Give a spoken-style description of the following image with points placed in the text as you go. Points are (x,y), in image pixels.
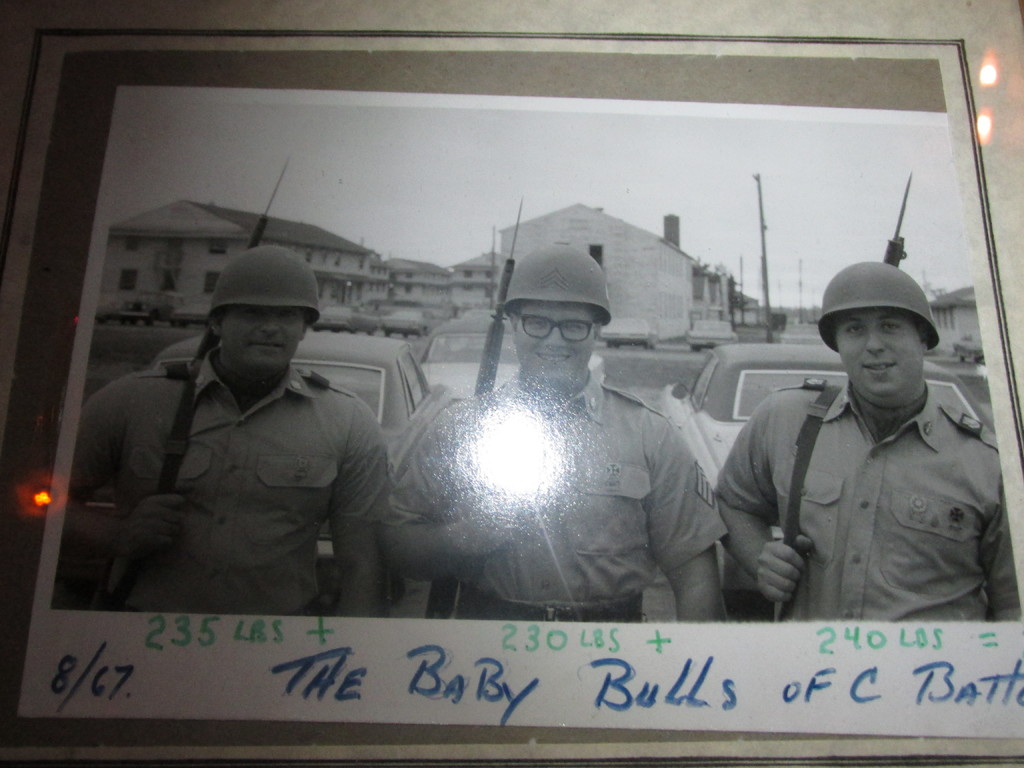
In this image there is a photograph (815,309). In the photograph (594,461) there are three persons (877,453) standing wearing uniforms (860,452), helmets (872,301). They are carrying guns (439,590). In the background (347,369) there are cars (715,389), buildings (625,307). At the bottom (415,673) few texts (415,687) are there.
